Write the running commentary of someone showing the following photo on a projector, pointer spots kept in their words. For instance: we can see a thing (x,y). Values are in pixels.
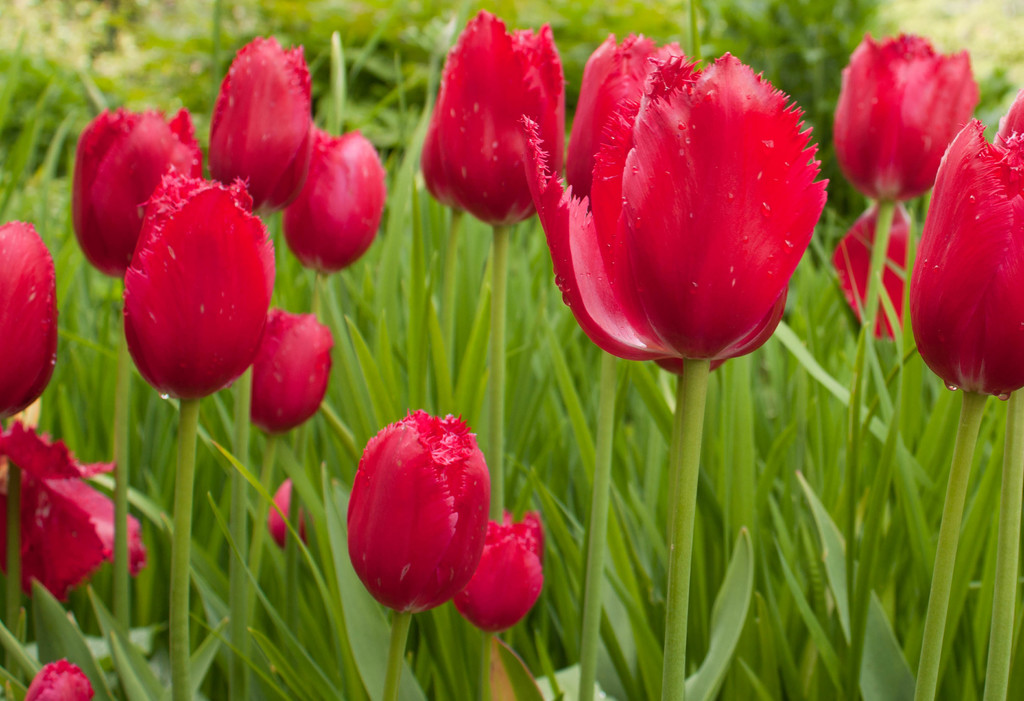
In the picture we can see a grass plants (212,476) to it we can see some tulip flowers (103,496) which are red in color.
